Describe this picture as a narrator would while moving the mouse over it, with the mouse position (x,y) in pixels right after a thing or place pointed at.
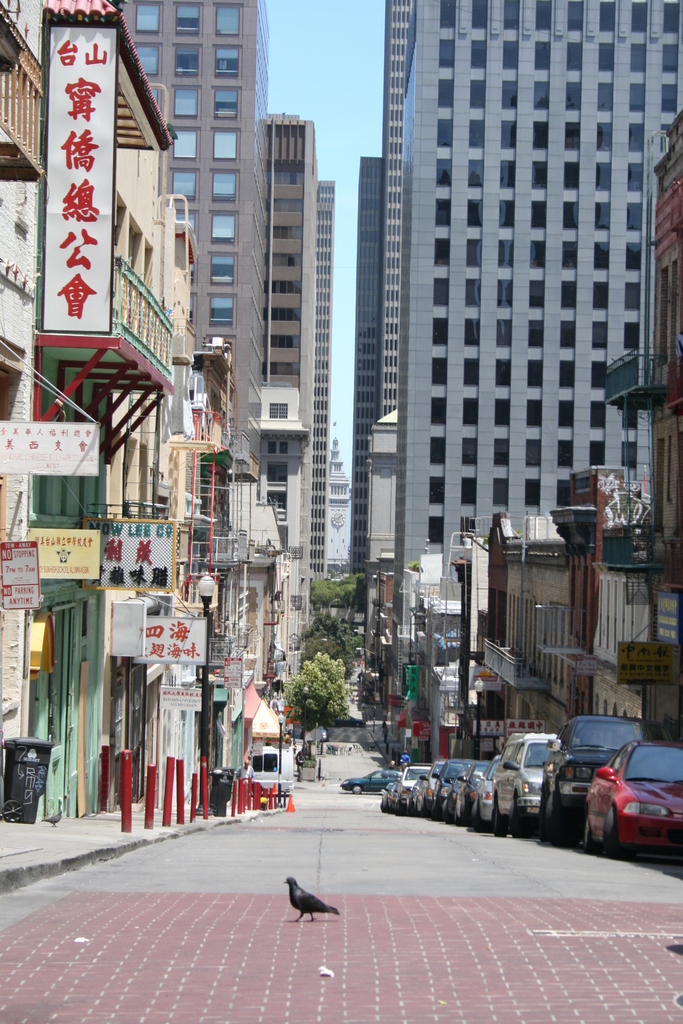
In this image I can see number of buildings (329,545), trees (309,754), poles (121,814), boards (70,141), vehicles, a black colour bird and on these boards (56,136) I can see something is written. I can also see the sky (345,90) in the background (322,174).
